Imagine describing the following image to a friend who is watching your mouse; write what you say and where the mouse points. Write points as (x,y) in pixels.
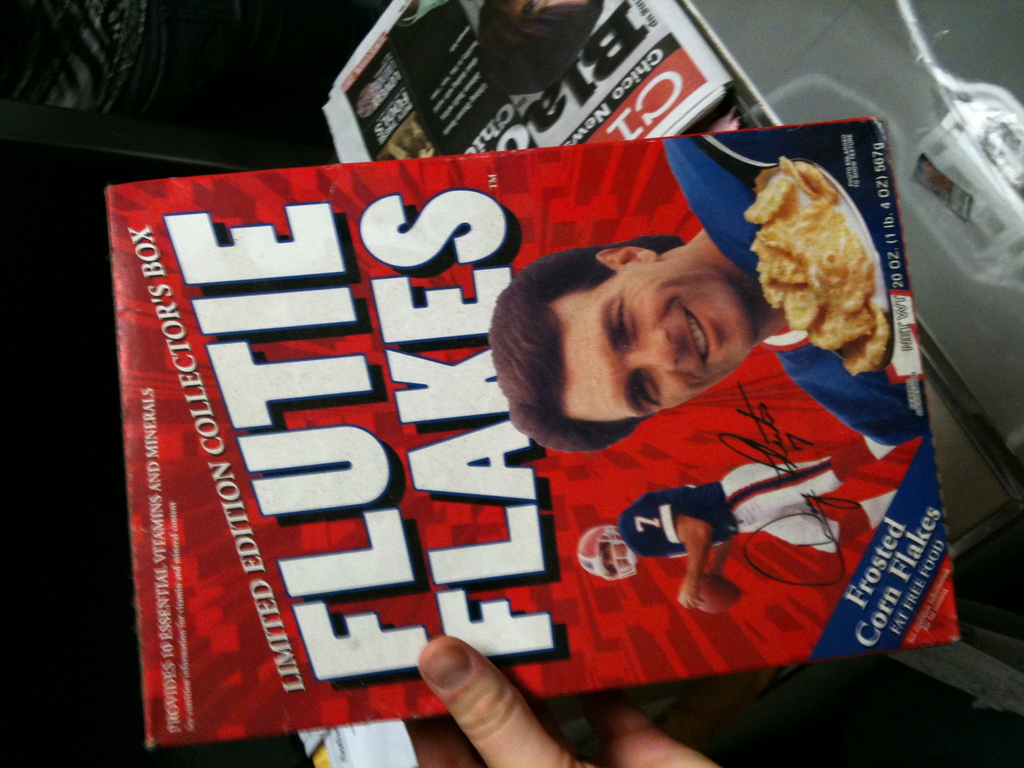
In the picture we can see a person's hand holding a cereal box (141,570) on it, we can see a name Flutie flake (486,570) and a person's image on it and behind it we can see some magazines (413,28) are placed on the table (995,490).
